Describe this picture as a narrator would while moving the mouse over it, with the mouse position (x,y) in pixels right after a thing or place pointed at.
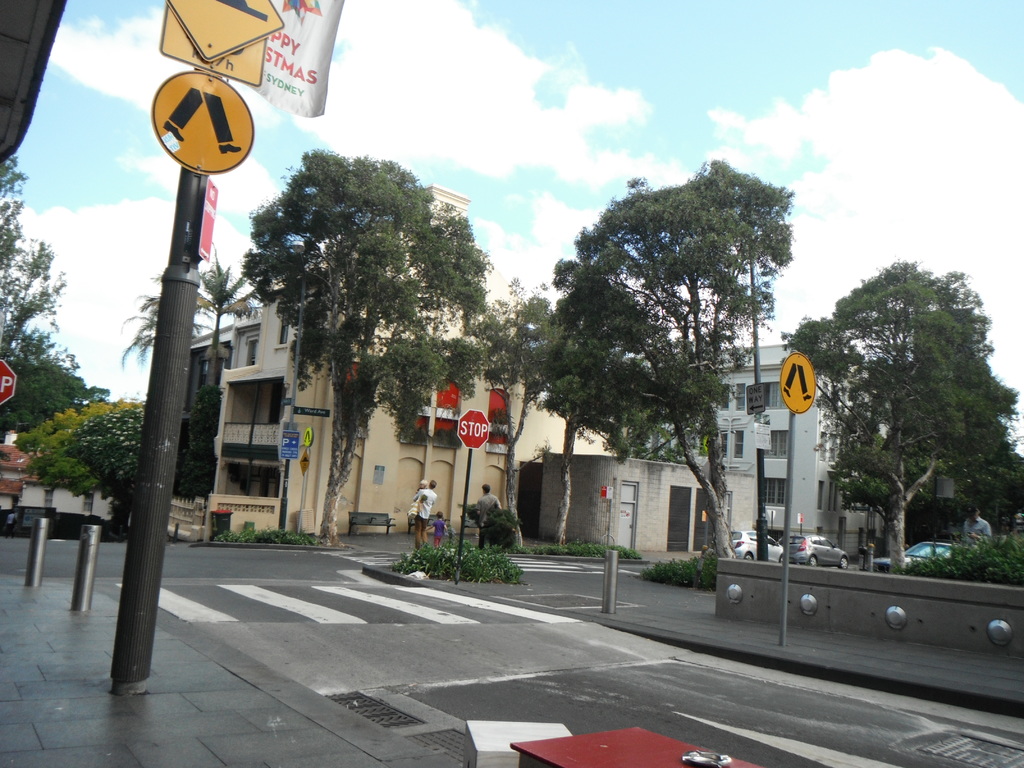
In this picture we can see a pole (186,322) and boards (238,68) on the left side (179,334), in the background (721,303) there are buildings (779,383) and trees (986,420), we can see three cars (836,551) on the right side (801,547), there are some people (486,505) walking here, we can see plants (662,576) and a dustbin (217,523), there are some sign boards (799,400) here, we can see the sky (579,68) at the top of the picture (641,52).
